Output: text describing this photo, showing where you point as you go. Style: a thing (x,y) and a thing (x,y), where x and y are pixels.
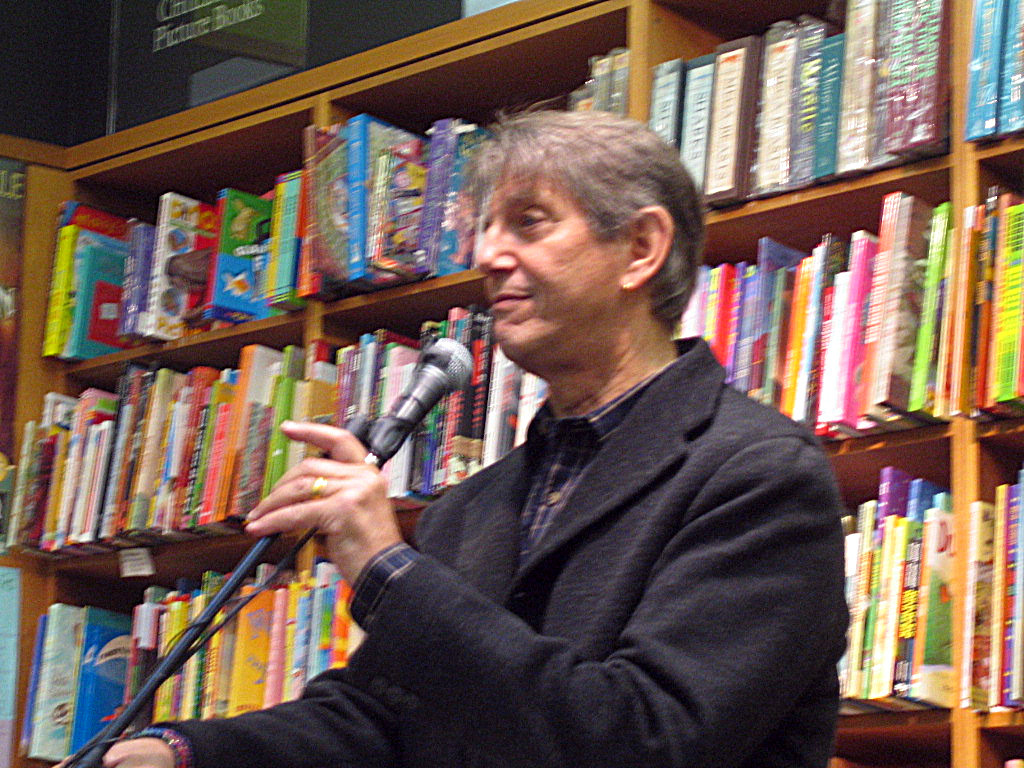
In this picture I can see a man (695,542) holding mikes (69,766), and in the background (415,355) there are books (813,167) in the racks (327,67).
